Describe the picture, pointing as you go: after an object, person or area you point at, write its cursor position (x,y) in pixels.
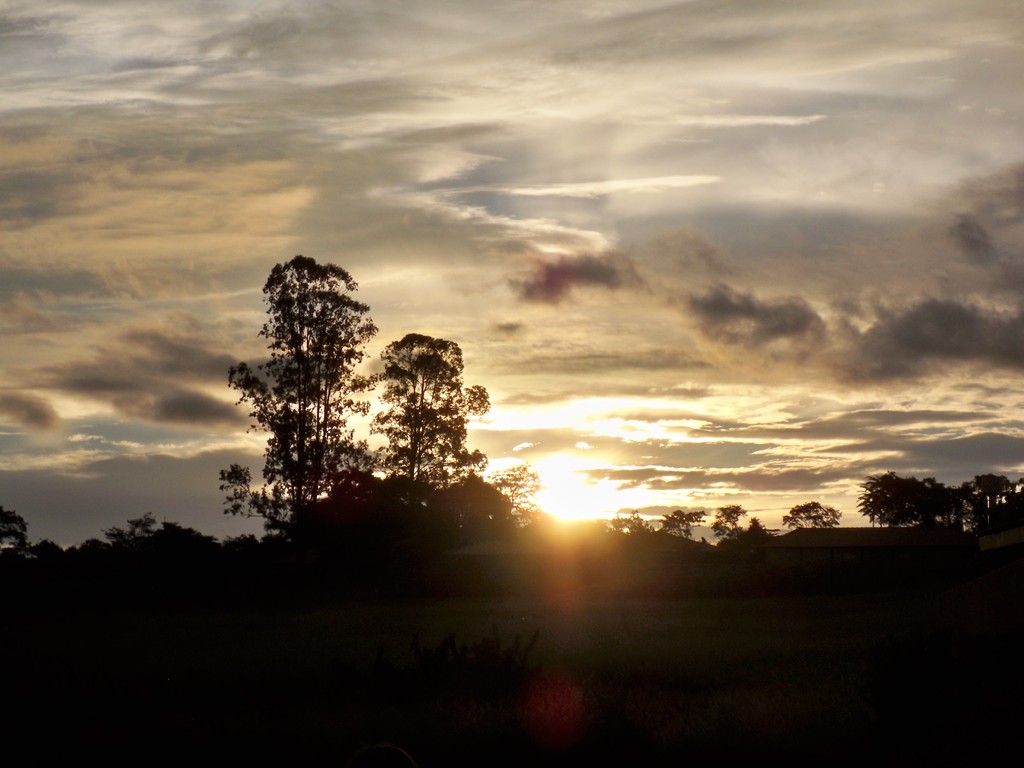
Here in this picture we can see plants (612,617) and trees (559,535) present on the ground (331,600) and we can see sun (566,485) and clouds (518,397) in the sky (501,315).
